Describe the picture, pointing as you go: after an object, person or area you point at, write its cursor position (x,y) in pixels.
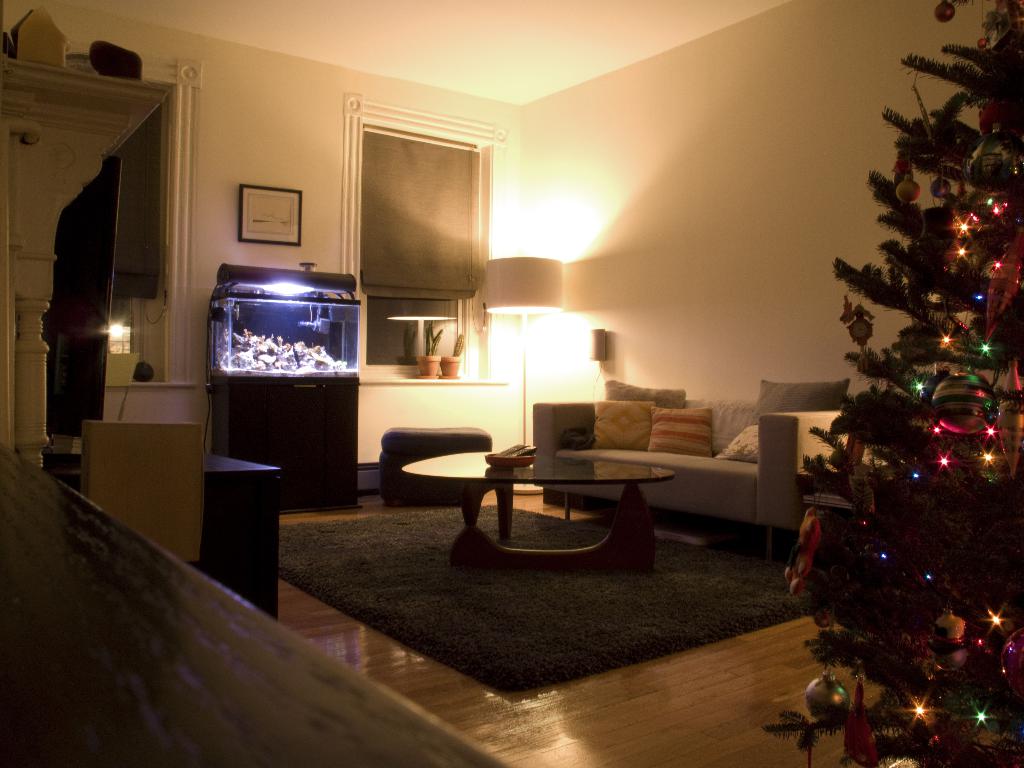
In this picture we can see the inside view of a room (216,525). This is sofa (730,496) and these are the pillows (603,418). Here we can see a Christmas tree (827,468). This is carpet (591,620) and there is a table (518,552). On the background (749,168) we can see the wall (314,169). There is a frame (261,228) on the wall (304,219). And this is lamp (534,290).
